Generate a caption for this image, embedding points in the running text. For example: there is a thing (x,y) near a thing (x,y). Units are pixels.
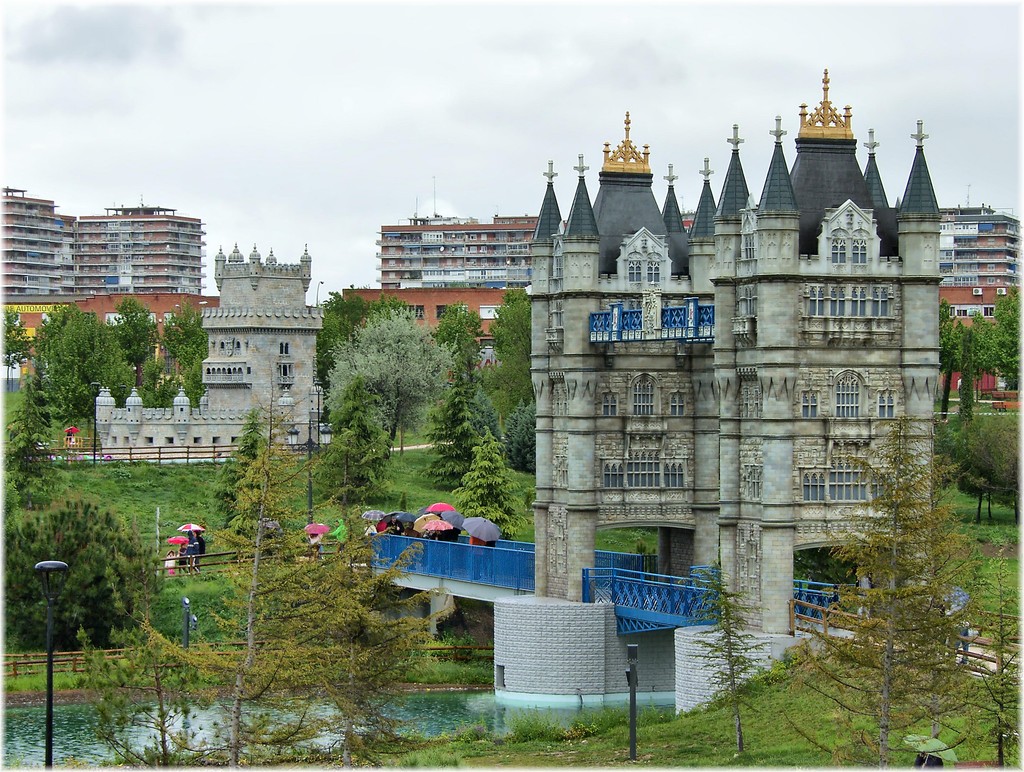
In this picture we can see a bridge (465,589), under this bridge (492,580) we can see water (429,713), here we can see few people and umbrellas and in the background (33,336) we can see buildings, trees (840,548) and the sky (1012,132).
